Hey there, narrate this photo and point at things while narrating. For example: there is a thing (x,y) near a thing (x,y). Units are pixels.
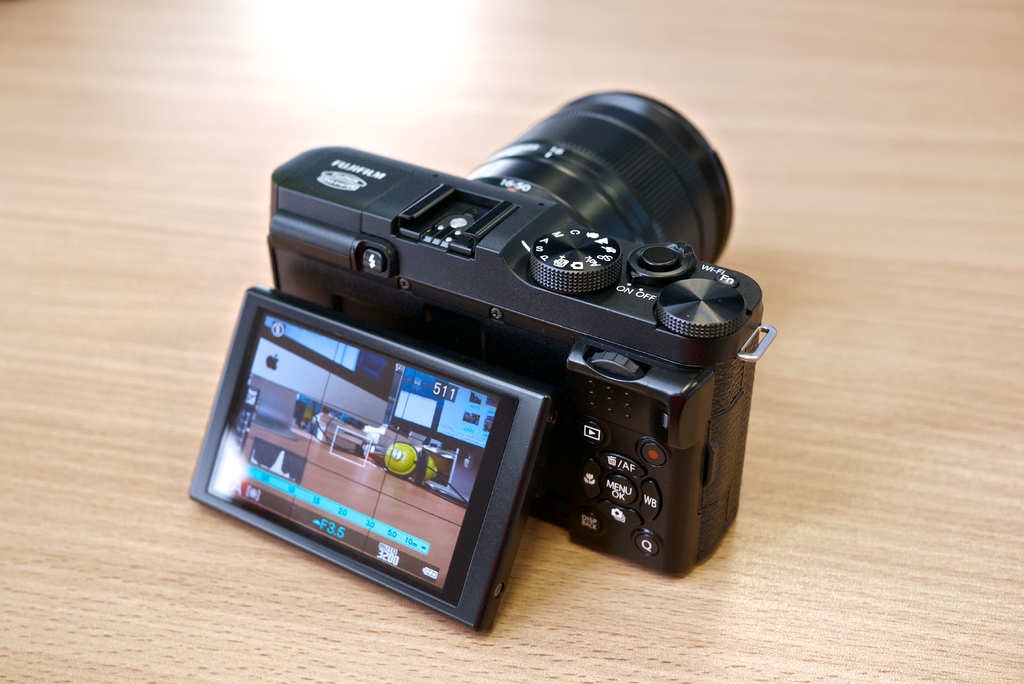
In this image I can see a black colour camera (507,297) and here I can see a screen (407,406). I can also see something is written at many places.
